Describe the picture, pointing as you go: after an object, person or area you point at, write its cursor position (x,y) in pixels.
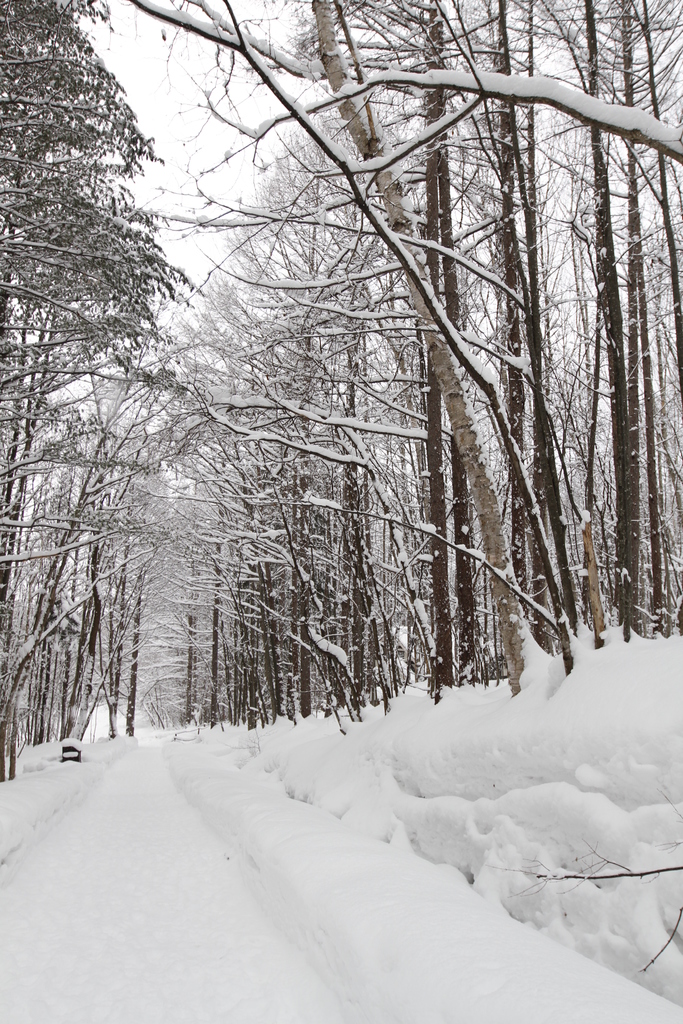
In this image, we can see trees (385,263) covered with snow (344,428) and at the bottom (402,829), there is snow (393,794).
